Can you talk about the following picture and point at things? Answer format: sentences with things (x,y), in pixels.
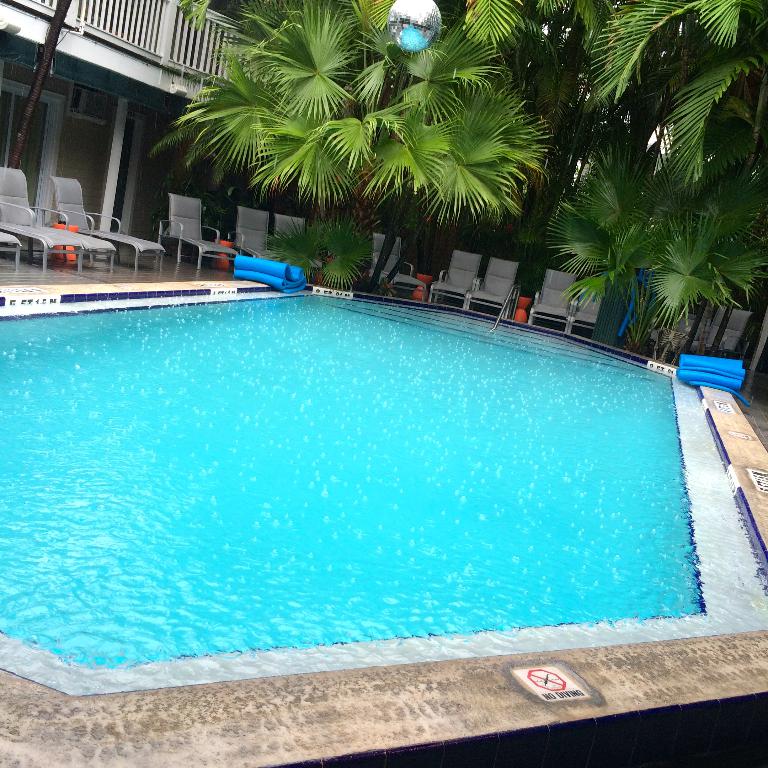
In this image we can see a swimming pool (316,458). We can also see a signboard (550,697), some carpets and chairs (99,244) beside the pool (0,560). We can also a building (21,95) with the railing (187,61), some poles (163,33), a disco ball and a group of trees (621,190).
